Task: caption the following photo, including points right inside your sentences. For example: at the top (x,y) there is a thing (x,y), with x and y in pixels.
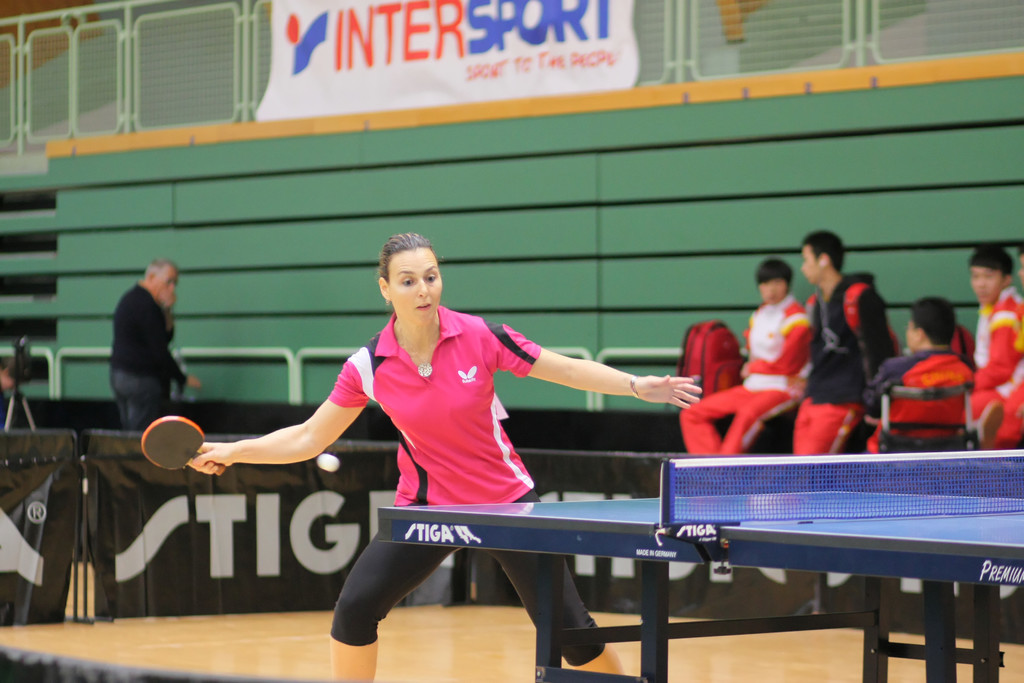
There is a lady (409,385) holding a table tennis bat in the foreground area of the image (475,420), there is a tennis table (864,518) on the right side (779,543). There are people (776,381), poster (597,71) and boundaries (744,61) in the background (221,79).
